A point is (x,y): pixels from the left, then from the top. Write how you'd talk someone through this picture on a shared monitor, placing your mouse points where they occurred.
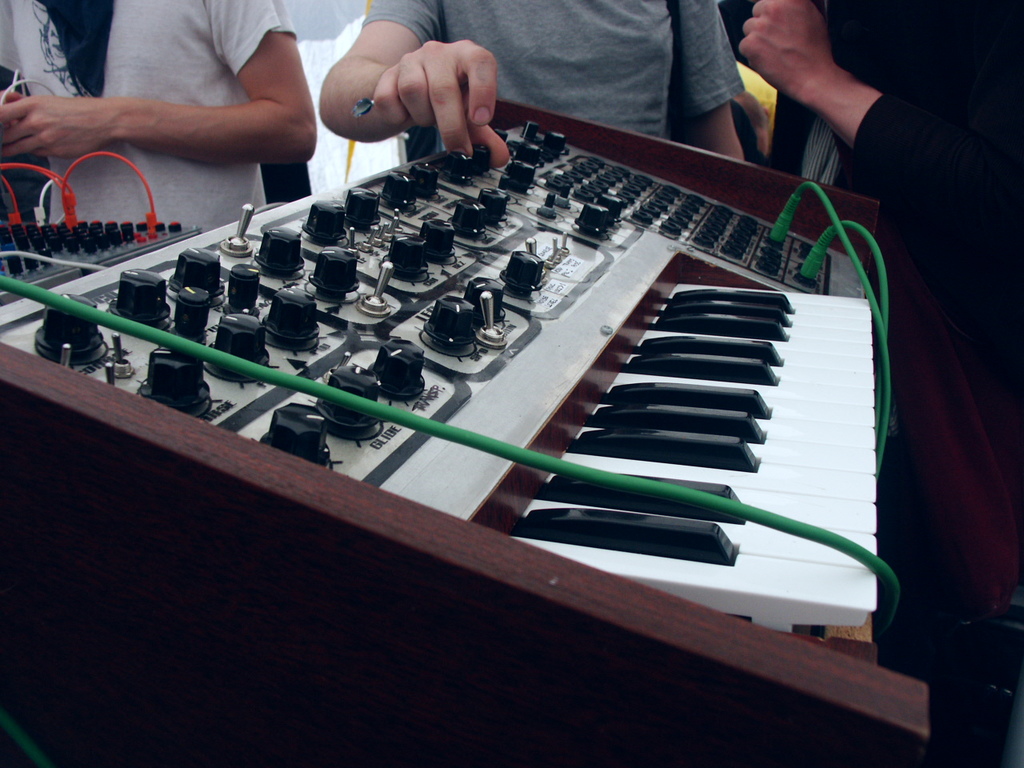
In this image in the center (539,327) there is one piano (536,432) and some buttons (558,149) and one person (523,80) is holding one button (461,162), and on the right side (899,60) and left side (46,63) there are two persons (95,96) who are standing and also on the left side (55,241) there is one machine (66,240) and some wires (72,219).
